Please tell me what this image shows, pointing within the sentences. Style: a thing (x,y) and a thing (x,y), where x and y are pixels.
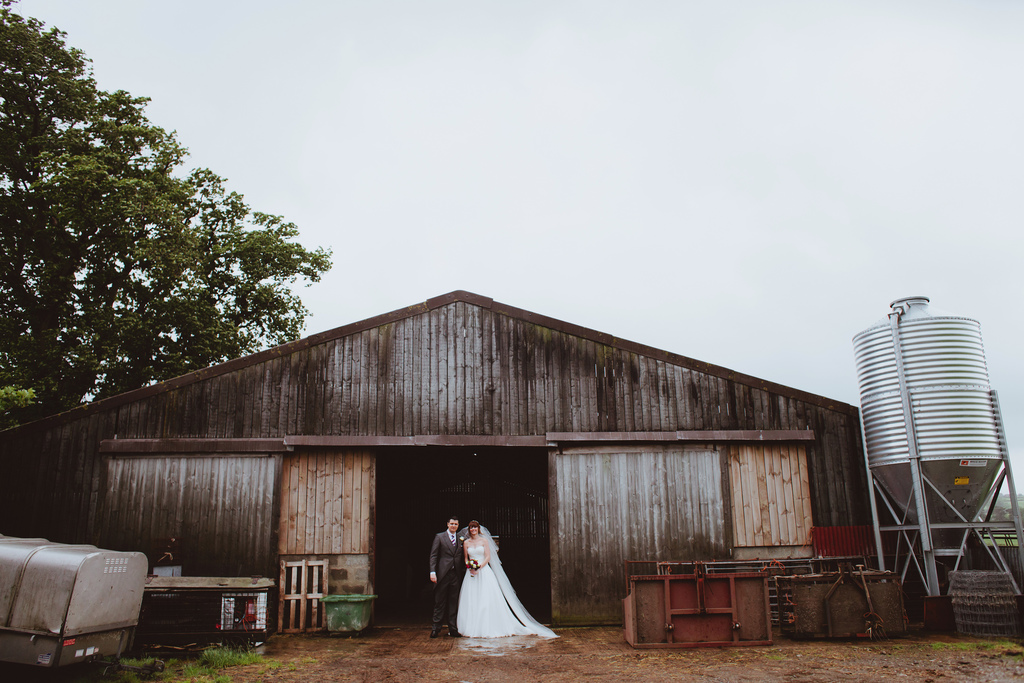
In this image there is a wooden house (483,470), in the entrance (526,586) there is a couple (463,591) standing, on the left (62,574) and right side of the image (800,562) there are some objects (870,572) placed on the surface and there is a tank (932,483). On the left side (143,225) there is a tree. In the background (935,289) there is the sky (809,323).
